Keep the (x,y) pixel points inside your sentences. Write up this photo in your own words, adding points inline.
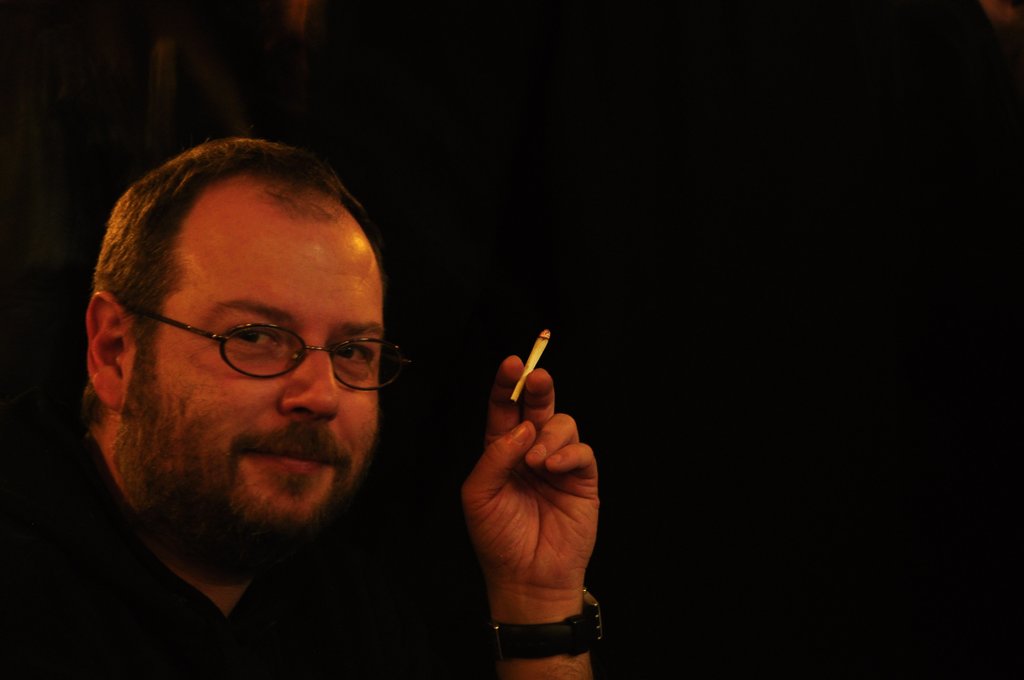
In this picture we can observe a person (217,382) holding a cigarette (534,361) in his hand (543,460). He is wearing spectacles (238,342). This person (261,417) is smiling. The background (552,192) is completely dark.
